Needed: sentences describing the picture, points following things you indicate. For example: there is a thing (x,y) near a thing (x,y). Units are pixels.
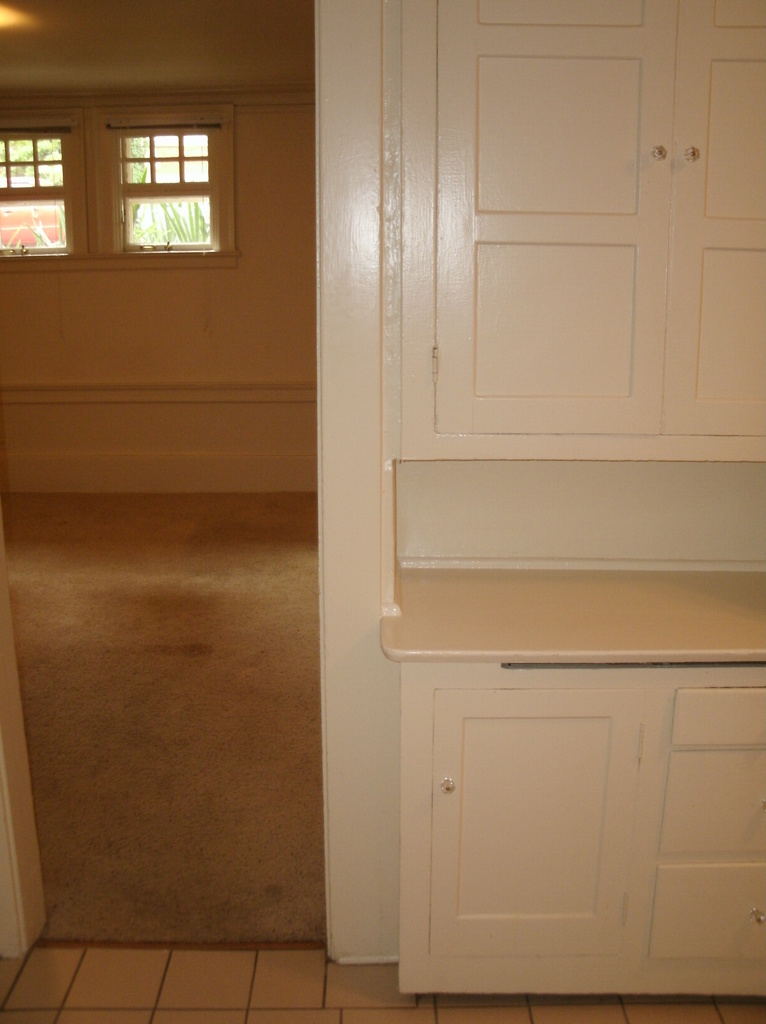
These are the cupboards (637,284) with doors (549,801). This looks like another room (236,645) with windows (141,209). This is the floor (171,757).
